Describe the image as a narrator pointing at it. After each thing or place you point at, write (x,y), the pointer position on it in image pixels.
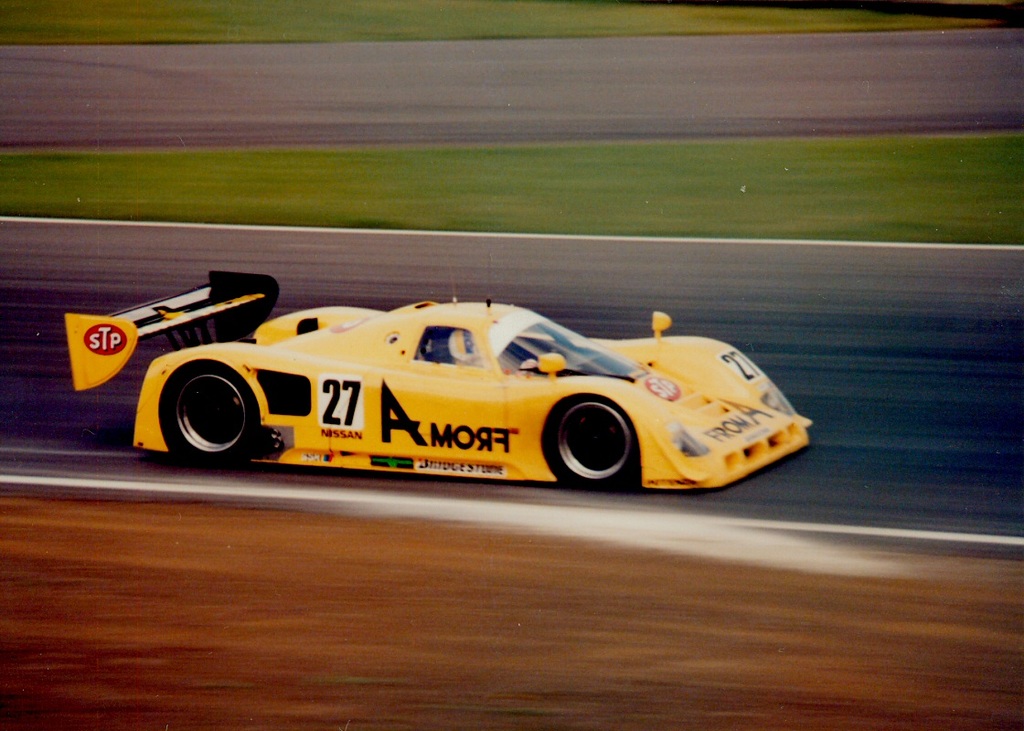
In this image I can see a race car (664,427). And the background (873,37) is blurry.
